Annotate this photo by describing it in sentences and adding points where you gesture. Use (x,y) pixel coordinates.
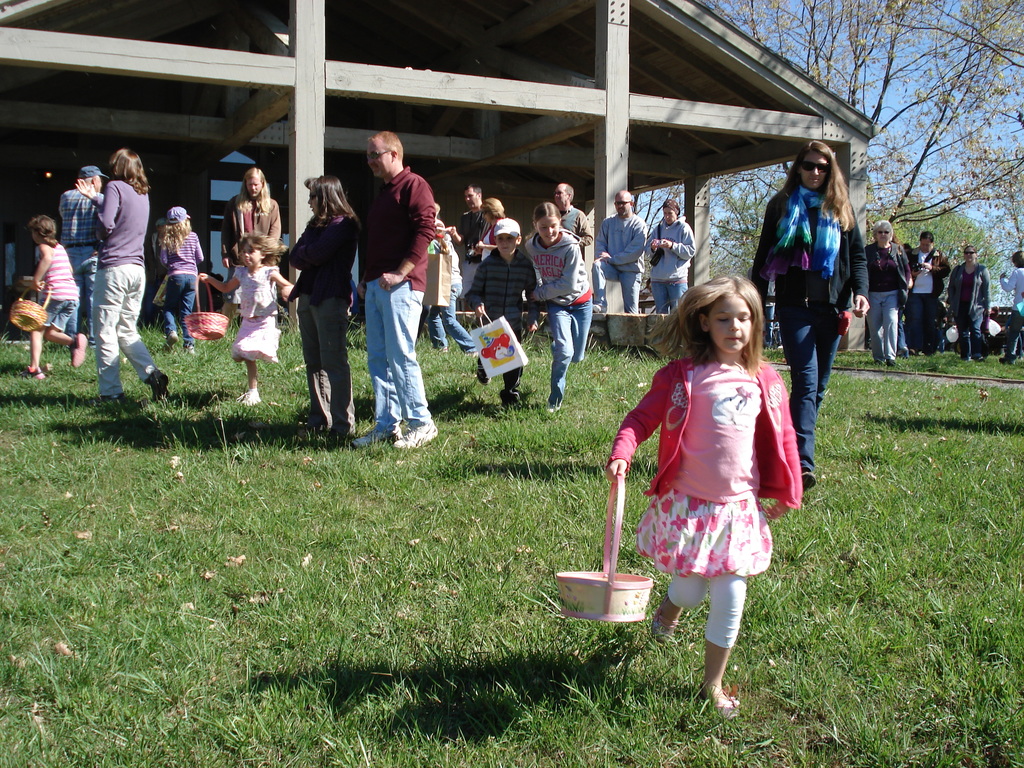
In this image there are people (488,205) in the foreground (551,366). There is a green grass (515,440) at the bottom (783,698). There are pillars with roof (197,15) and trees (894,73) in the background (868,198). And there is a sky (1012,104) at the top (798,48).
